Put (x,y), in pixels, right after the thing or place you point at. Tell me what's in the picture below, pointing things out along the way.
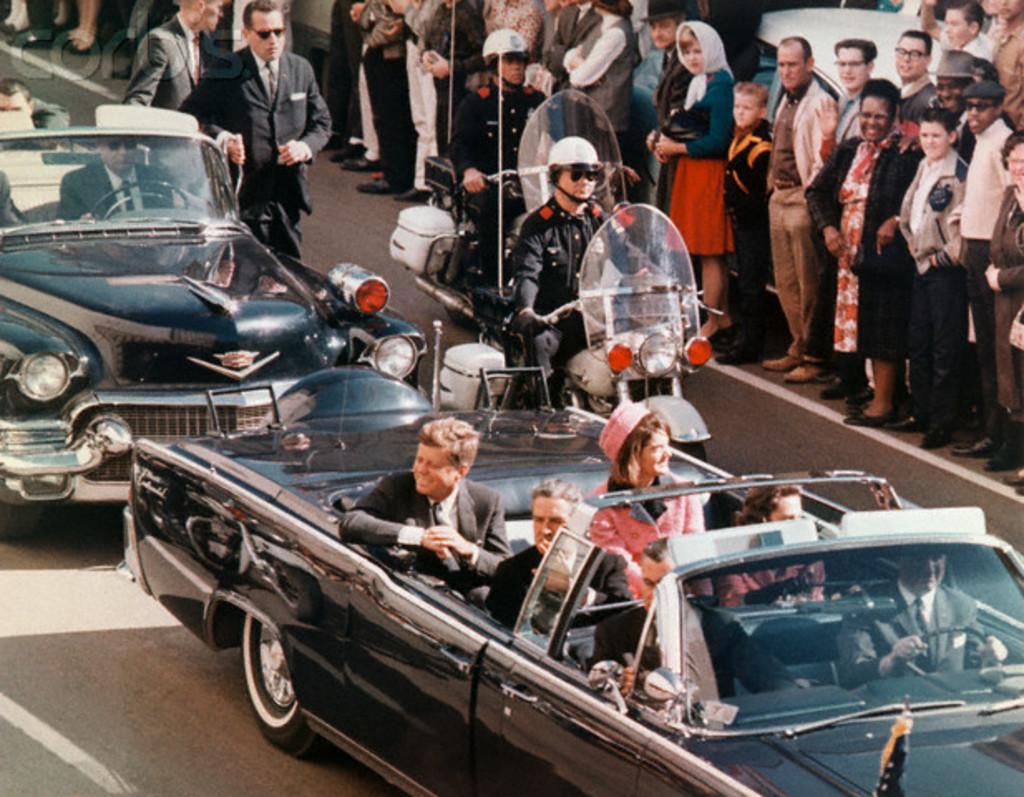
This image is taken in outdoors. In this image there are two cars (247,559) and two bikes (417,284). In the right side of the image (938,525) there is a car (154,567) and in that four people (459,555) are travelling back side and two are at the front (732,633). In the background (968,305) there are many people (790,150) standing on the road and a man (520,285) is riding on a bike (588,260) wearing helmet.
